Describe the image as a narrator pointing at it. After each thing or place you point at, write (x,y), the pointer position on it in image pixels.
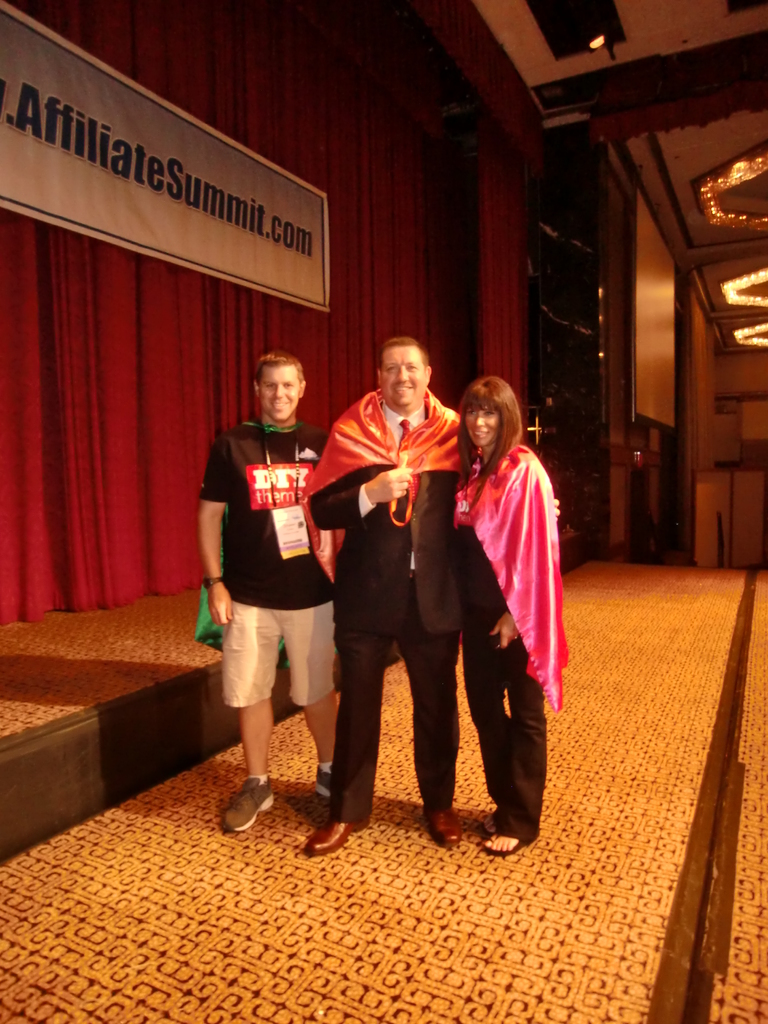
In the picture there are three people (308,621) standing on the dais (198,947), three of them are posing for the photo and among them one is a woman (465,555) and on the left side (123,335) there is a curtain (214,328) and in front of the curtain (98,268) there is a banner (15,174).
